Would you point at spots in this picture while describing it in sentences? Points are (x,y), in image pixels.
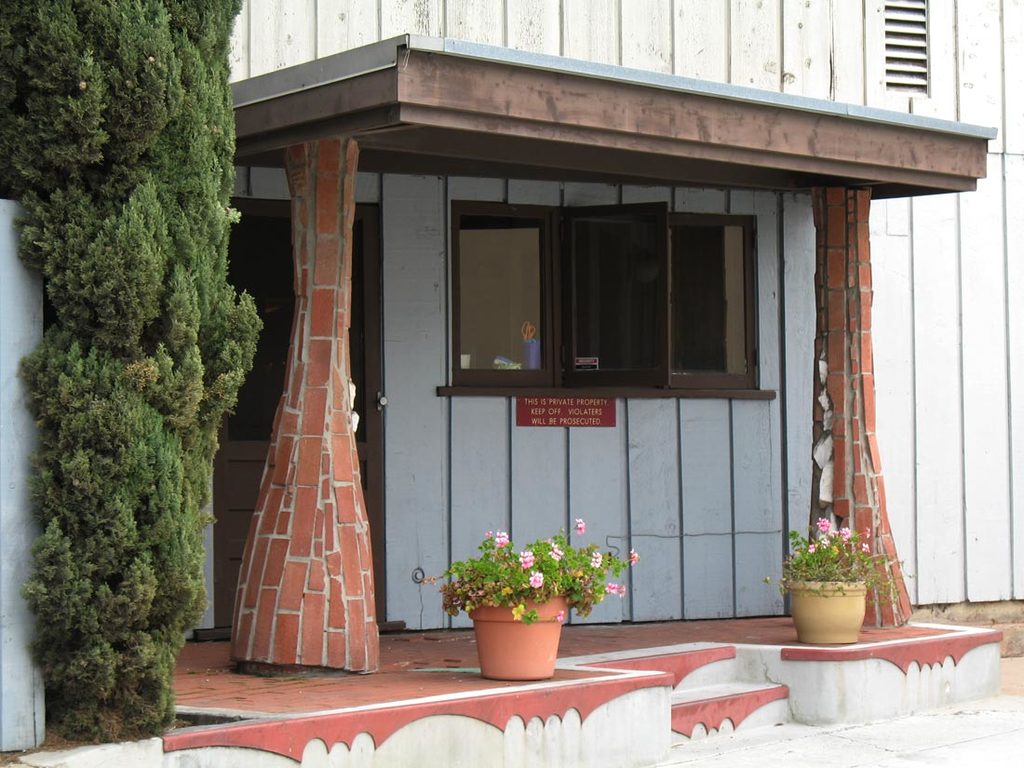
In this image we can see a building (571,68). In the center of the image (359,309) there is a porch (324,504), plants (467,603) and windows (643,313). On the left side of the image (122,361) there is a tree (131,360).
